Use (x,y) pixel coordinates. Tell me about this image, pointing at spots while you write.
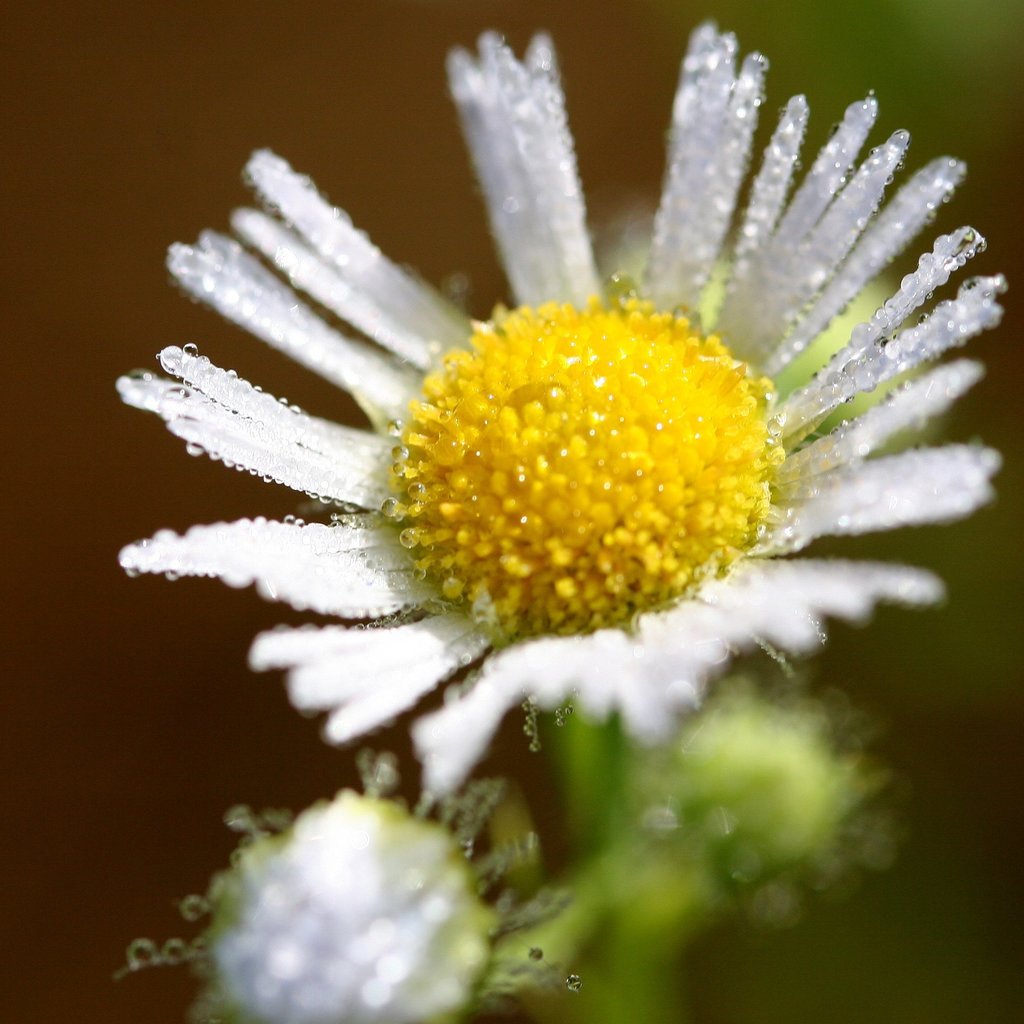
In this image in the front (651,613) there is a flower (543,571) and the background (13,908) is blurry.
